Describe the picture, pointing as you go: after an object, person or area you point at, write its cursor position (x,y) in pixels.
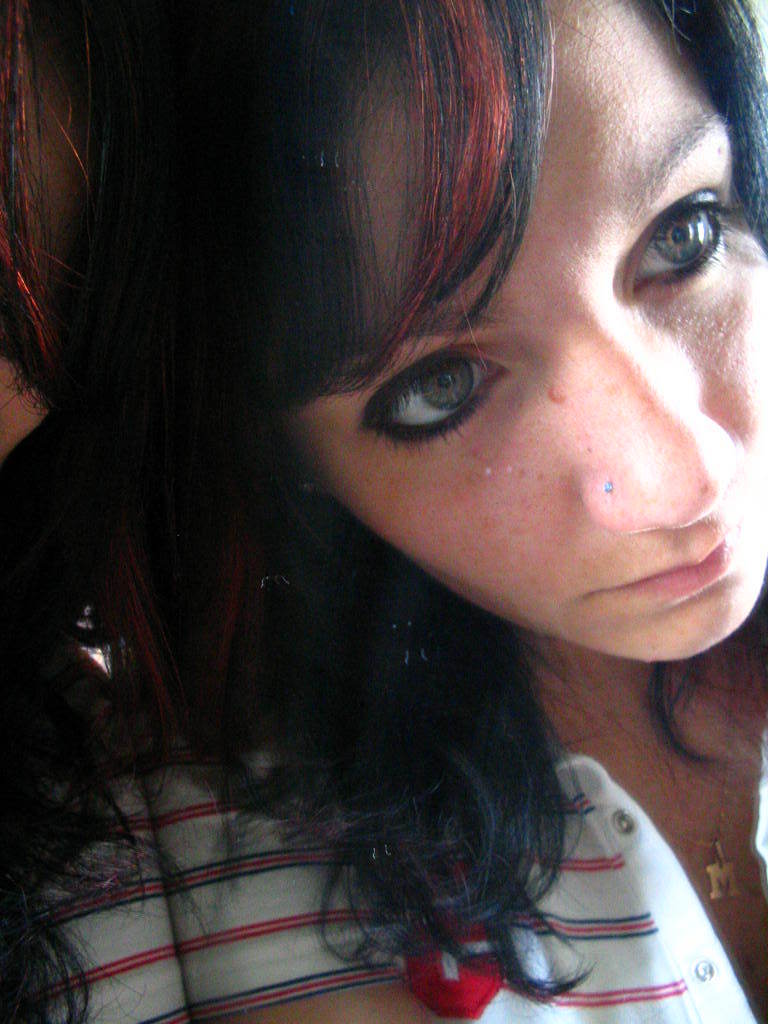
In this picture I see a woman (418,287) in front (298,511) and I see that she is wearing a locket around her neck (674,772).
